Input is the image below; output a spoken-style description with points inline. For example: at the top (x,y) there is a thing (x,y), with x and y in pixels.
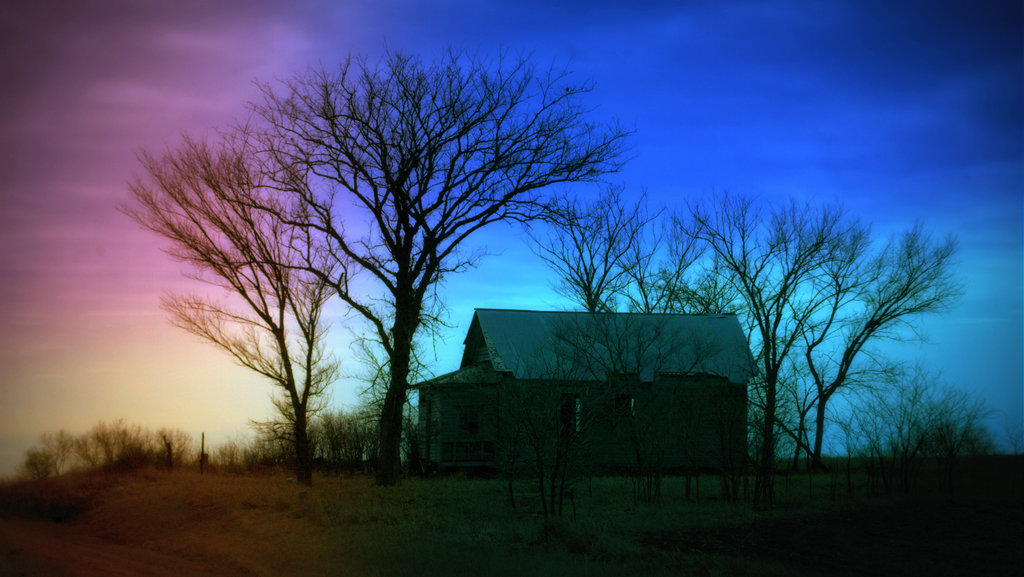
In this image there are many trees (318,463). There is also a house (644,381). In the background (284,85) we can see a colorful sky (212,31).
